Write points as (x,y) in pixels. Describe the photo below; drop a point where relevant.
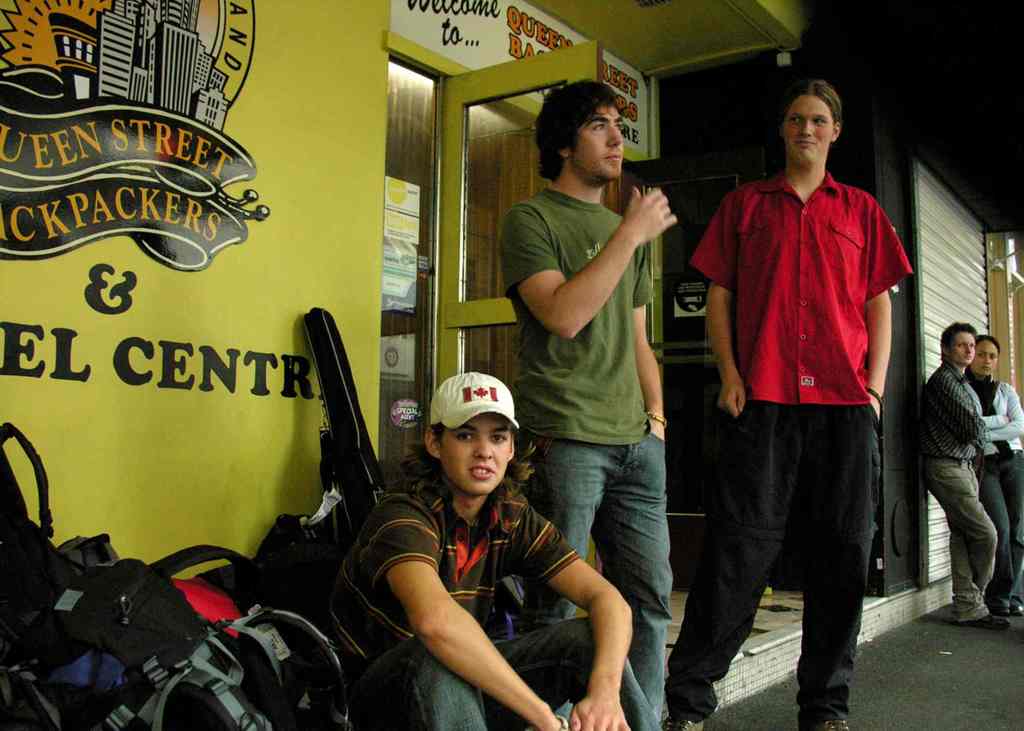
In this picture we can see few persons (968,359), one of them with white cap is sitting, beside to him there are some bags (202,582), behind him there is a guitar bag (325,352), we can see a wall (207,158) with some texts (206,377) and drawings (185,56) on it, we can see a shutter (937,295) closed, and some posters (411,402) on the wall (366,372).
